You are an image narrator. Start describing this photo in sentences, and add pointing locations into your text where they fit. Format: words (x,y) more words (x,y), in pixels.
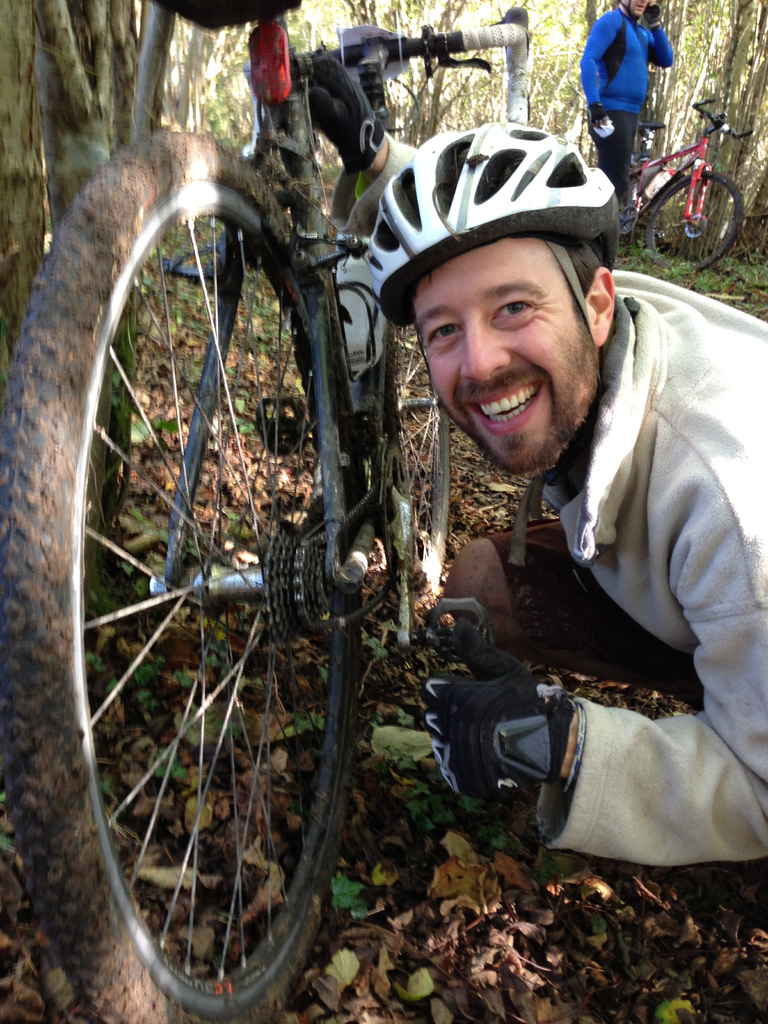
In this picture we can see two men (564,478) wore helmets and gloves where a man (540,532) is smiling, bicycles (699,145) and in the background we can see trees (303,14).
